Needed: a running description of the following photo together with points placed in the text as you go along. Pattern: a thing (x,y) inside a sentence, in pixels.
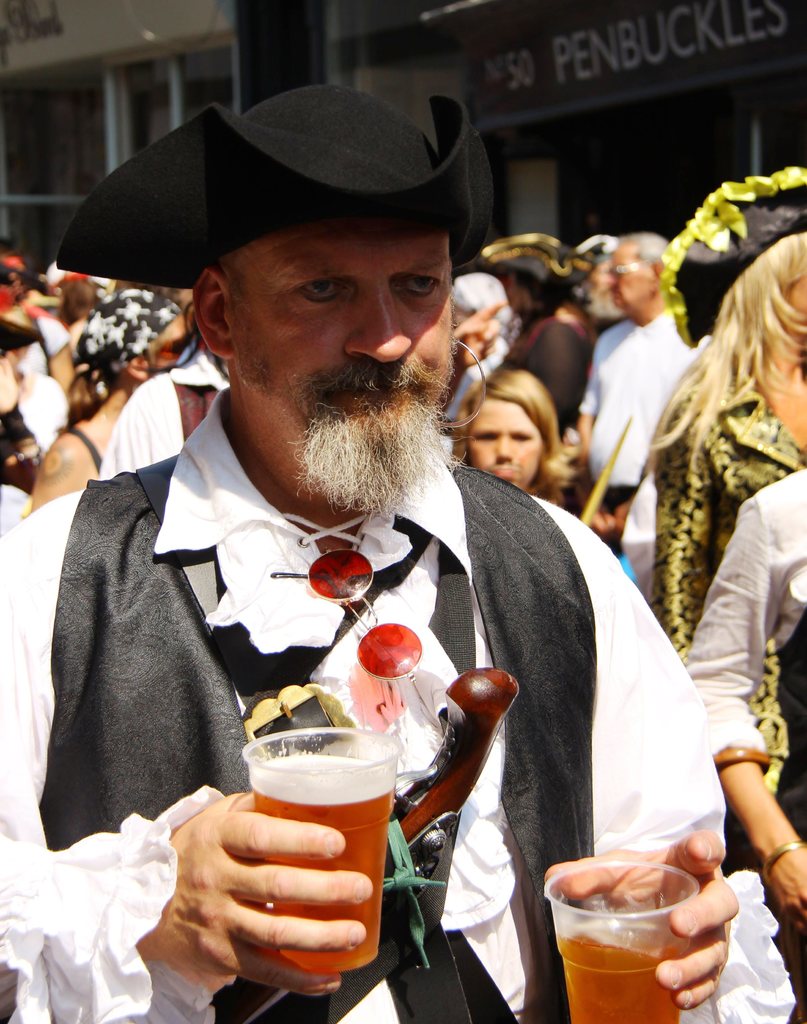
In this picture a man (342,344) holding two glasses (288,799) of beer (643,961) which is in orange color and there are many people (77,351) behind them. In the background (537,136) there is a shop (531,147) which is named as PENBUCKLES.
